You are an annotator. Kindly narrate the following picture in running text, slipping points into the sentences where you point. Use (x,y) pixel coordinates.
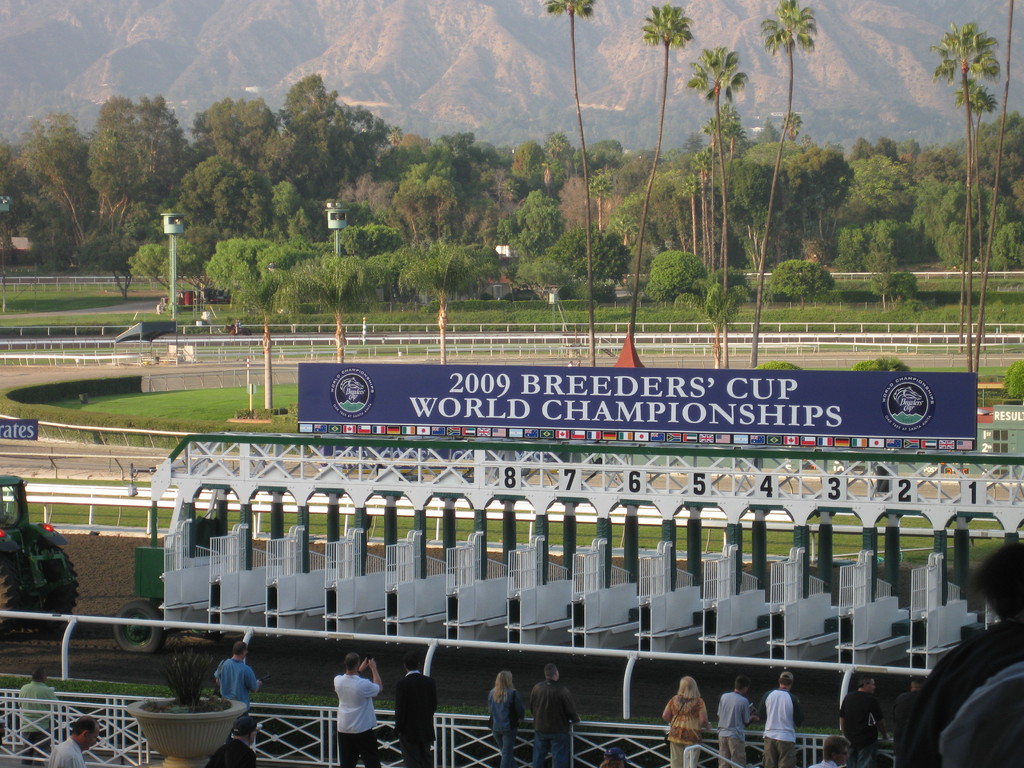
In this image we can see a few people (782,720), there are trees (461,236), mountains (488,24), there are poles (756,521), gates (438,456), there is a board (376,416) with some text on it, also we can see numbers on the gate (807,505), there are railings (769,519), grass (863,319).
